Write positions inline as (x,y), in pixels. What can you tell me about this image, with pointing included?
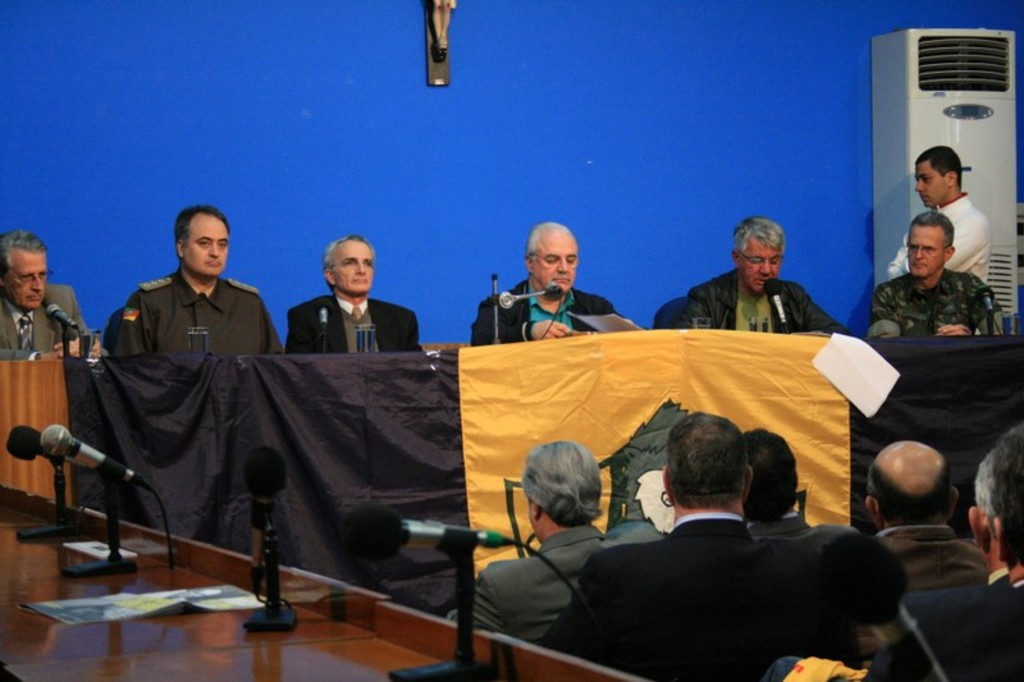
In this picture I can see few people (876,306) sitting in the chairs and I can see few microphones (62,455) on the tables (254,664) and a man (954,187) standing and looks like a air conditioner (935,91) on the right side of the picture (935,143) and I can see a paper (855,398) and a flag (810,457) on the table (501,377) and a wall (496,207) in the background (657,208).
